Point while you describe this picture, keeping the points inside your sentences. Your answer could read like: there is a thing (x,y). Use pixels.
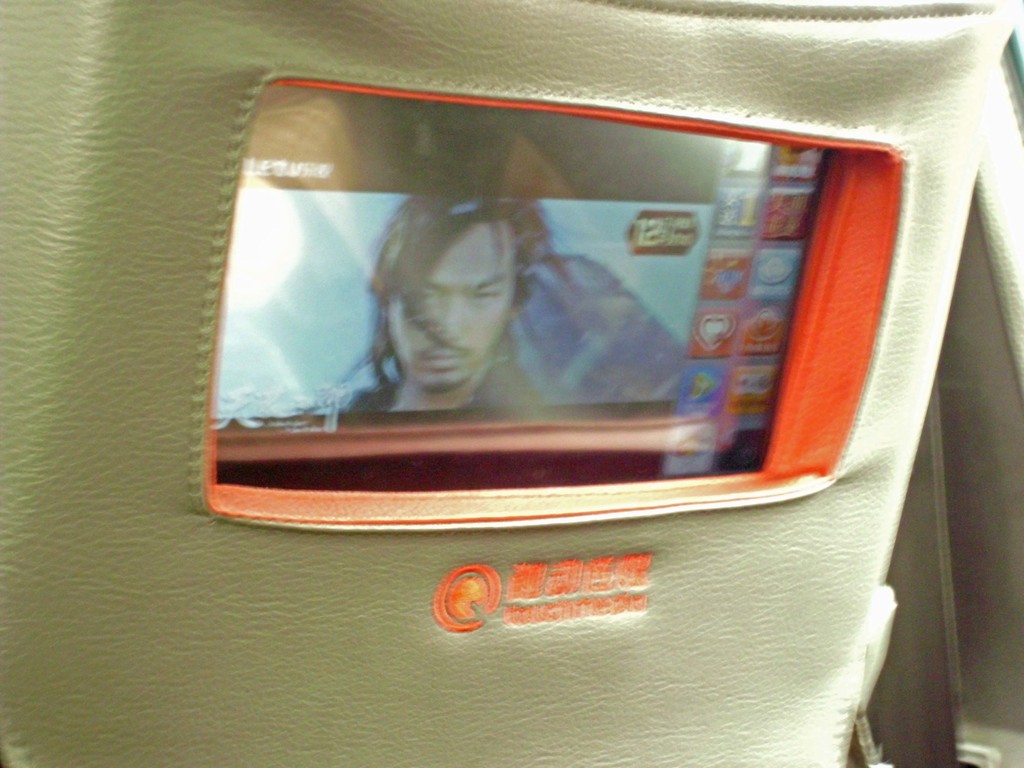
In this image we can see an object (873,556) looks like a vehicle seat (422,15) and a screen (384,307) attached to the seat (862,249).
